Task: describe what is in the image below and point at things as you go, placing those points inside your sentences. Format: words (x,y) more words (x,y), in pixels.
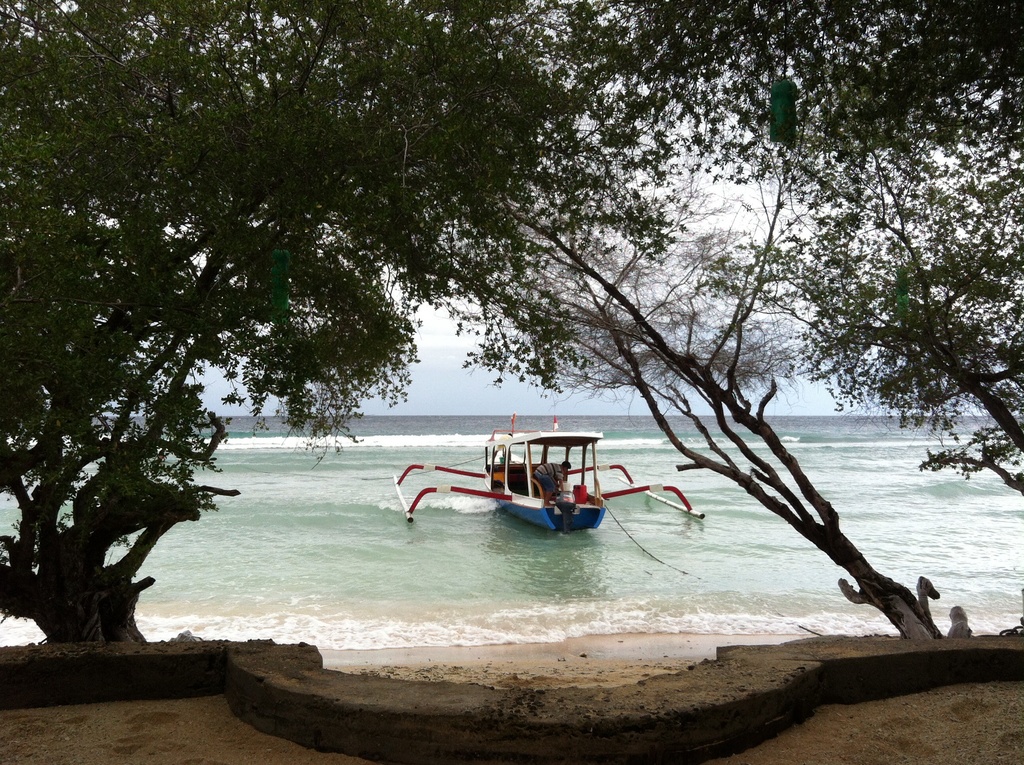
In this image we can see there is a person (554,482) inside a boat (499,489), the boat (532,458) is in the water (457,458) arriving at the seashore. In the image we can see trees (284,191) as well.
